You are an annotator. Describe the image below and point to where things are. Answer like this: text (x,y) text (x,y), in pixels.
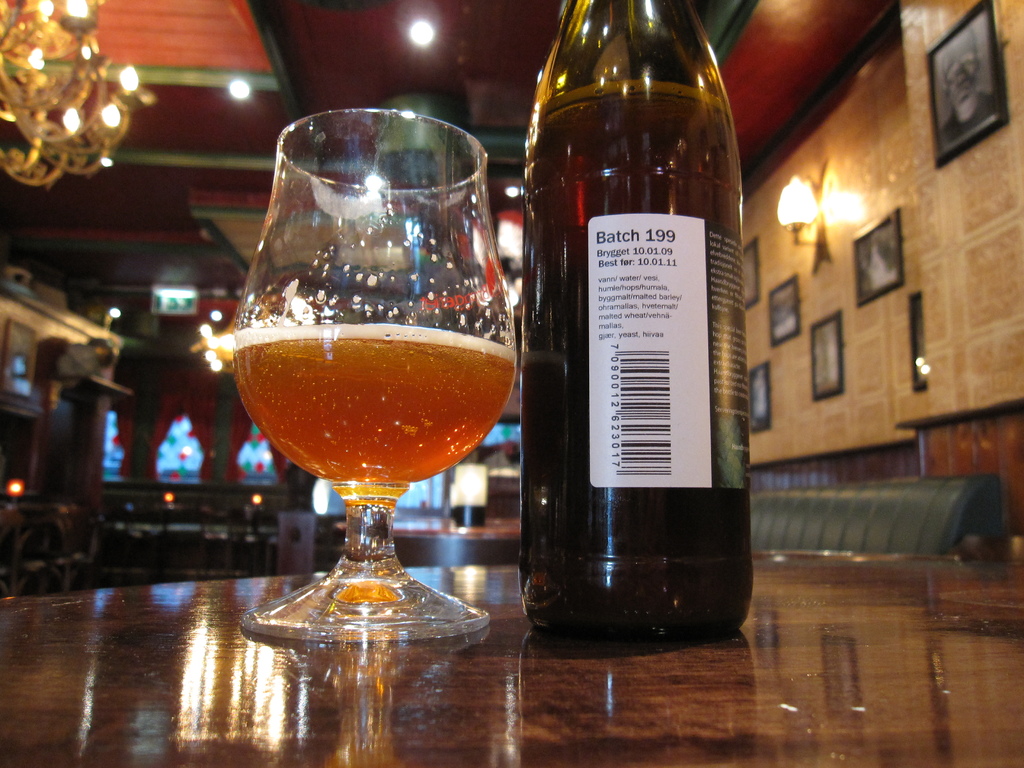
In this image there is a glass (423,248) of beer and a beer bottle (585,405) with a label (664,390) on the table (473,763), and in the background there are frames (764,420) attached to the wall (763,457), lights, chandelier (24,28), couch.
